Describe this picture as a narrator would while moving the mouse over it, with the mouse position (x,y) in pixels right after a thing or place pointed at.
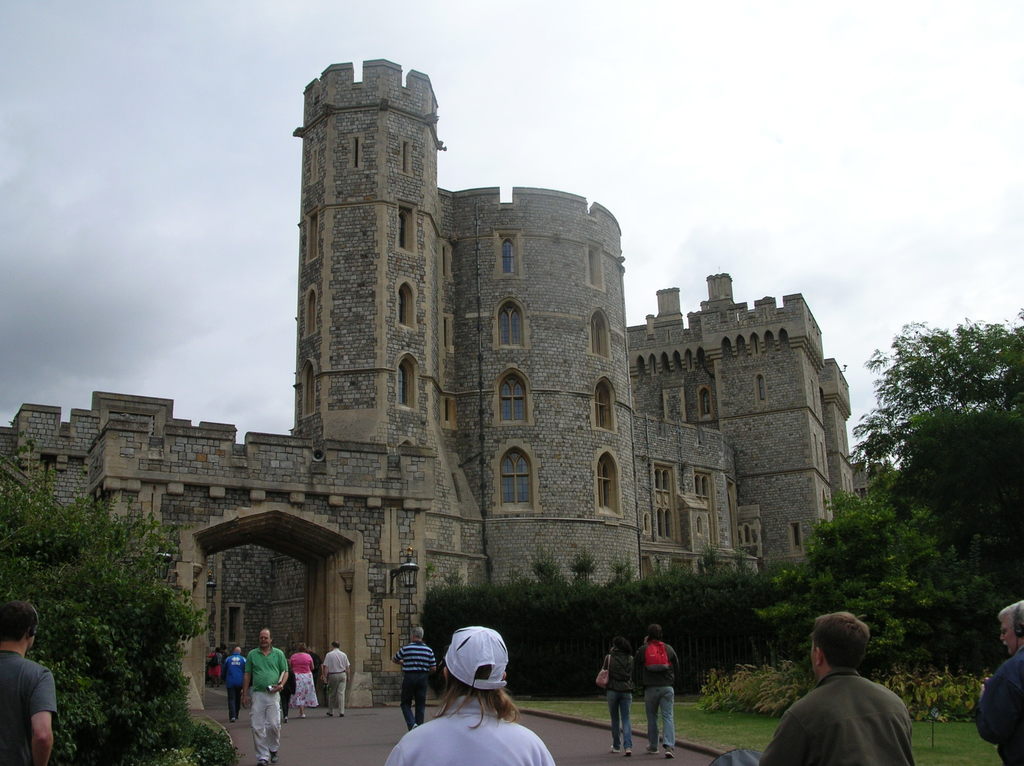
In this picture there is a building (663,422) and there are street lights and trees (985,610) and plants (783,678) and there are group of people (504,751) walking on the pavement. At the top (682,62) there is sky (745,68). At the bottom (926,748) there is grass (742,717) and there is a pavement (633,741).
